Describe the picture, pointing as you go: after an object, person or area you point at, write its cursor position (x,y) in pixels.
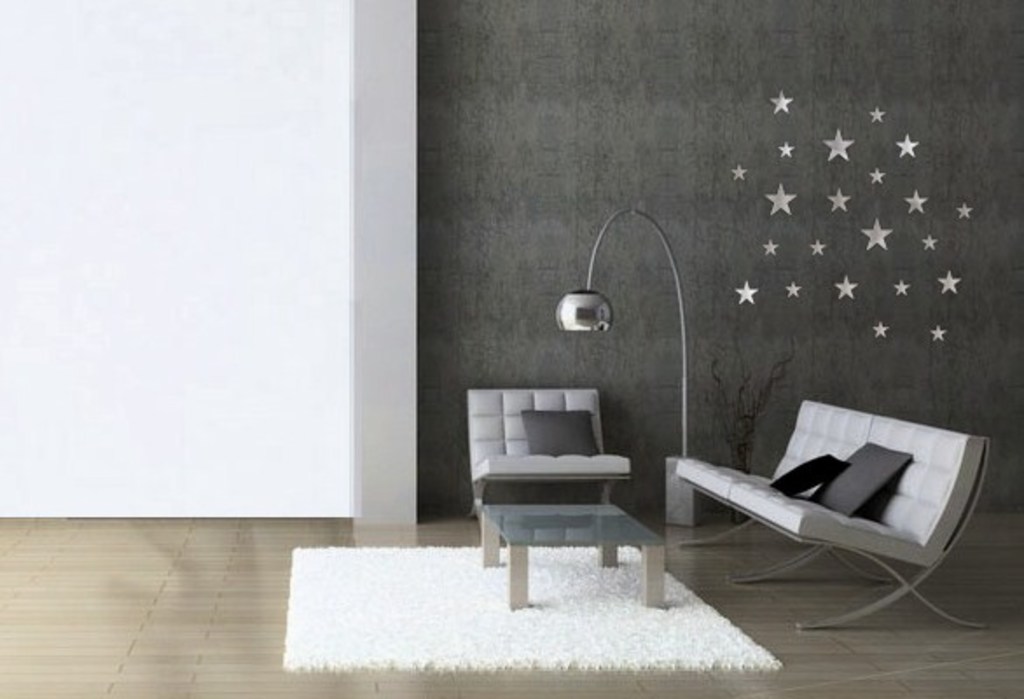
In the image there is a chair (508,425) and a sofa (923,508) and there is a lamp (580,323) and on the wall (721,196) there are stars shaped decoration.
